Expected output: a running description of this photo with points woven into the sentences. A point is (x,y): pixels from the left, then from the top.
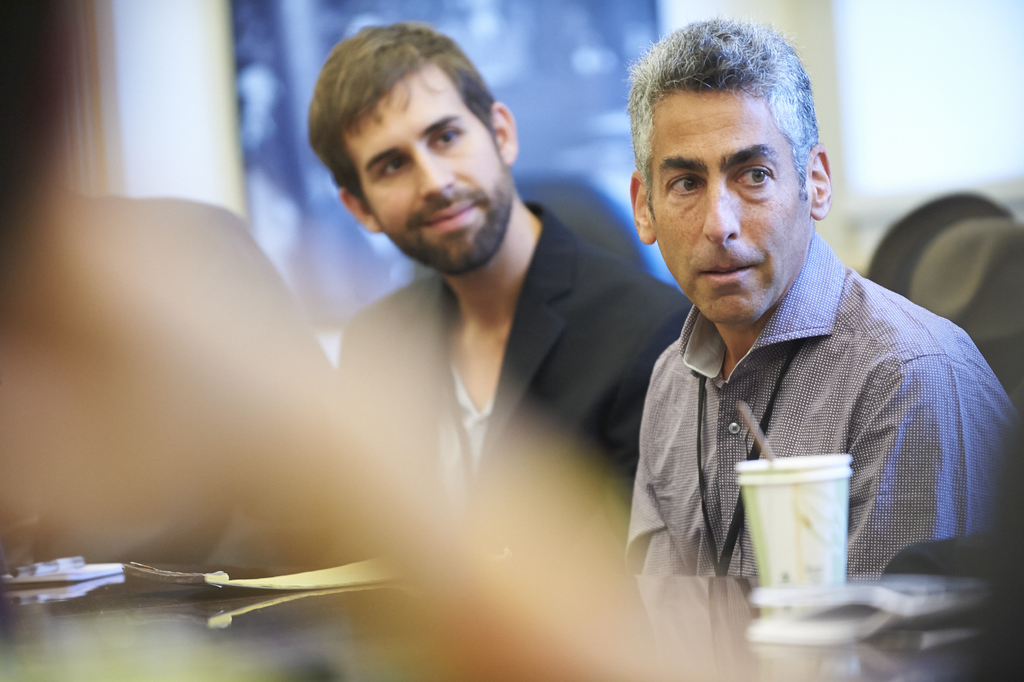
In the center of the image (615,396) we can see two people (810,413) are sitting. In front of them, we can see one glass (767,577) and a few other objects (880,588). In the background (1015,329), we can see it is blurred.
